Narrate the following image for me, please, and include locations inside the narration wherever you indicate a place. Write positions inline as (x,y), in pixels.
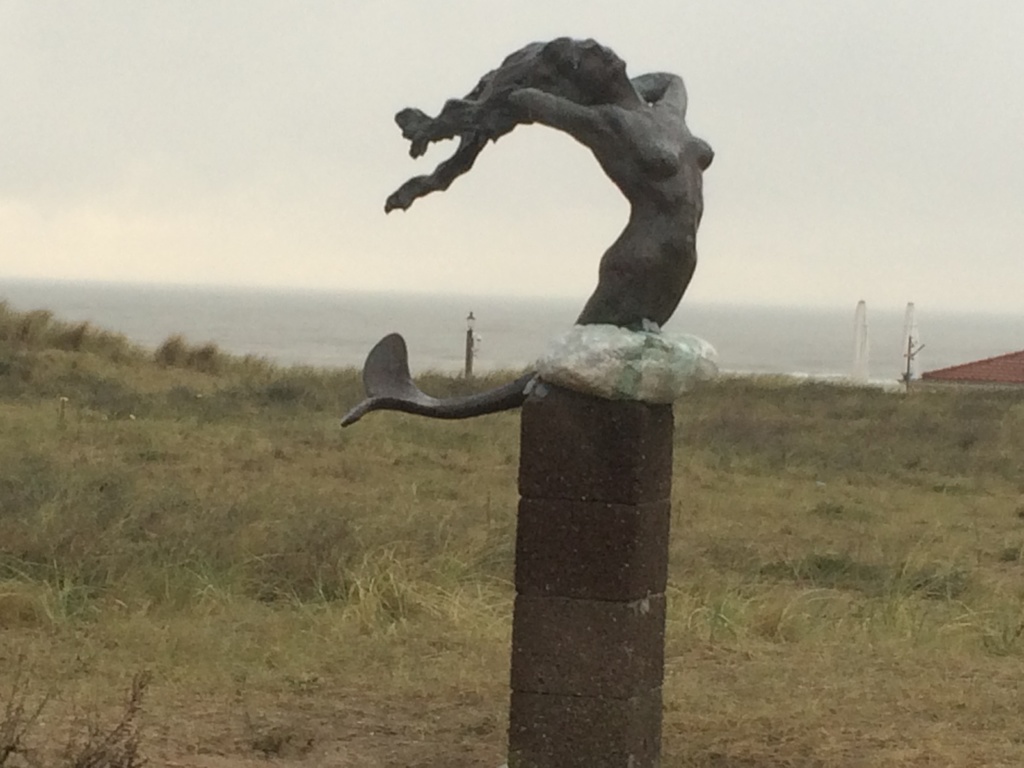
In this picture we can see a statue (676,352) on the ground (445,620), grass (422,661), poles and in the background (241,203) we can see the sky (70,213).
